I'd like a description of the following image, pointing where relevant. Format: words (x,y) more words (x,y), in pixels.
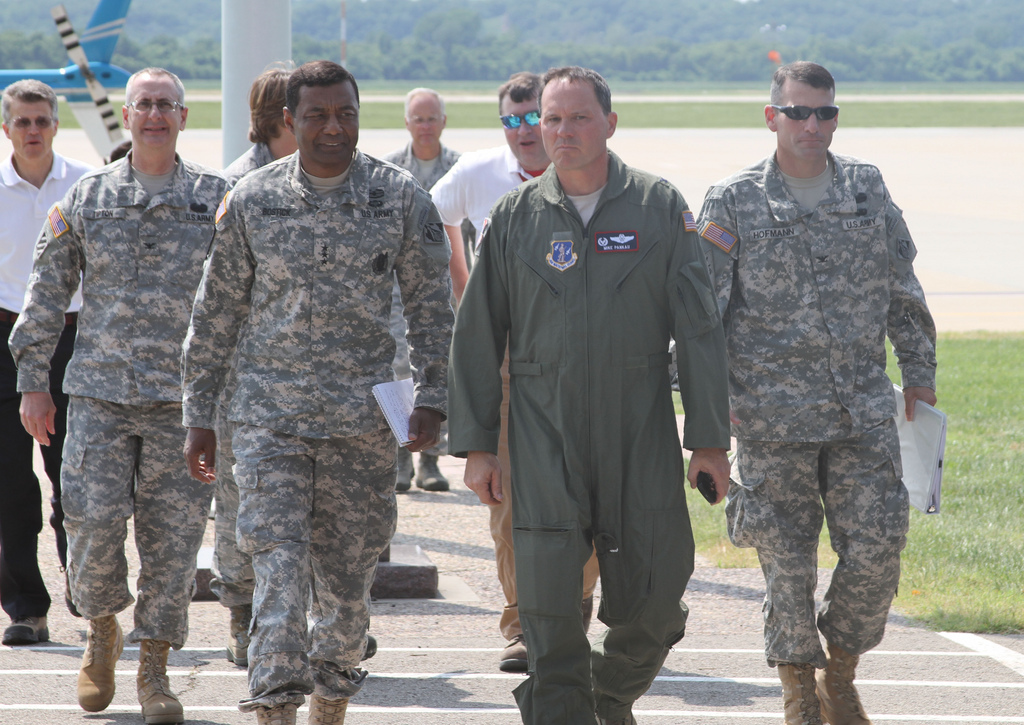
In this image we can see the people (341,220) wearing the uniforms (614,156) and walking. We can also see the few people (76,184) wearing the glasses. We can also see the file (921,430) and a book (396,389) and some other object (707,495). In the background (110,78) we can see the aircraft (108,9), pillar (257,1), grass (947,438), road (1010,216) and also the trees (620,38).
